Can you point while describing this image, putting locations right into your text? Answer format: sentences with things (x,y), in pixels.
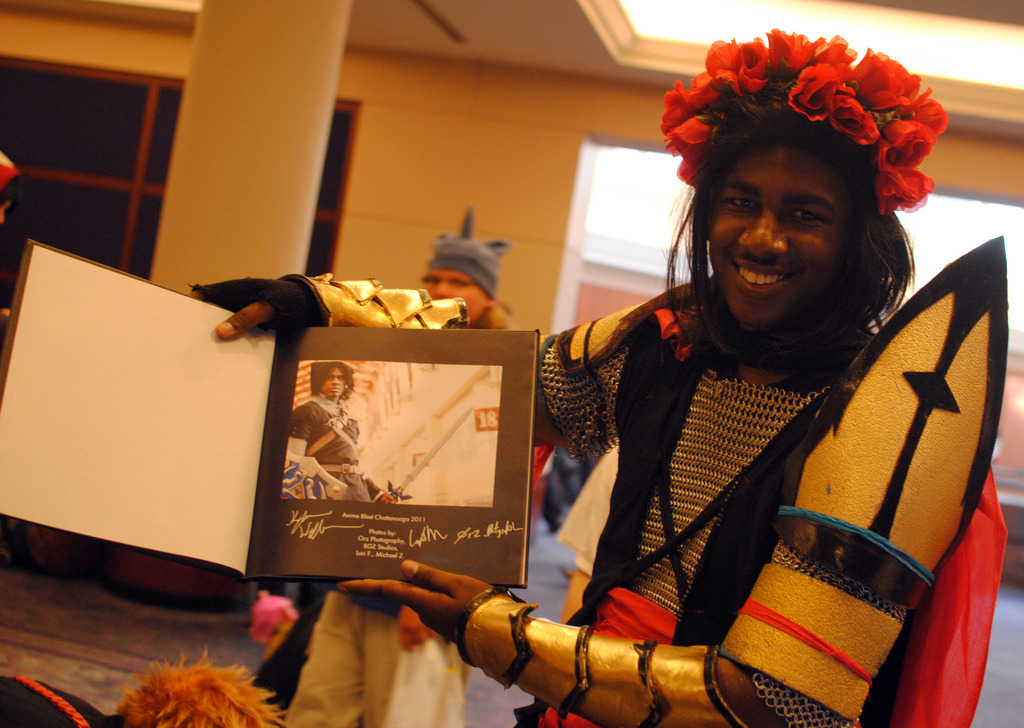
This is an inside view. On the right side (744,329), I can see a person (726,433) wearing costume (667,436), holding a book (222,344) in the hands (409,597), smiling and giving pose for the picture. In the background (457,287), I can see other person (390,640) is walking on the floor (136,645). In the Background (288,95) there is a pillar (265,118) and wall (427,135).
